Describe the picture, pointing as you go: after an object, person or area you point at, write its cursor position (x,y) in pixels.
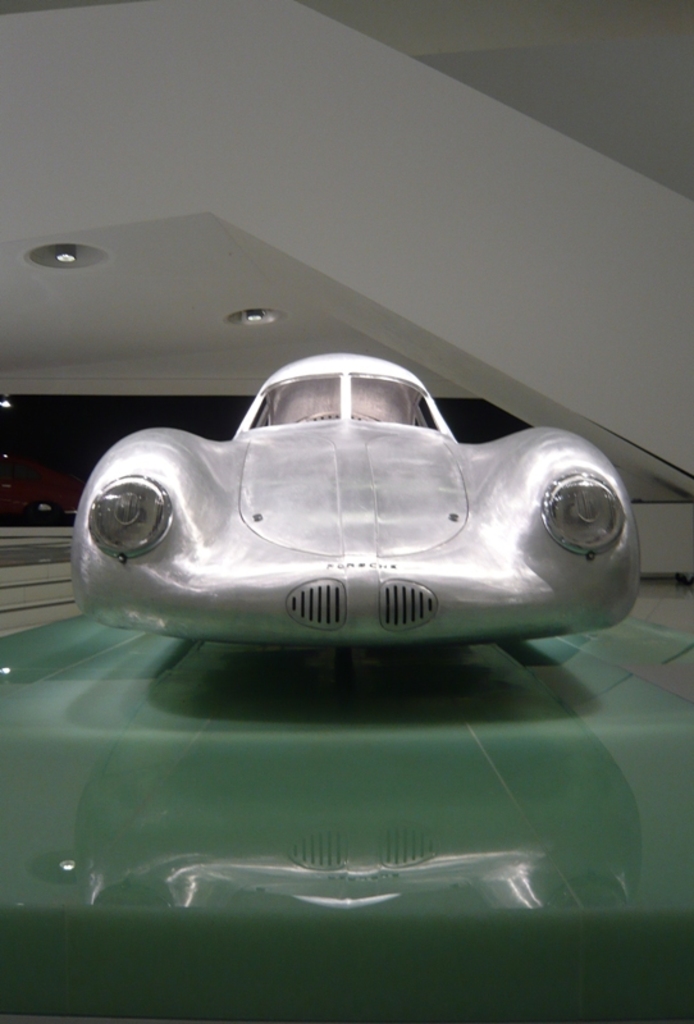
In this picture I can see a white color vehicle (343,606). In the background (161,299) I can see lights (68,262) on the ceiling (168,324).
